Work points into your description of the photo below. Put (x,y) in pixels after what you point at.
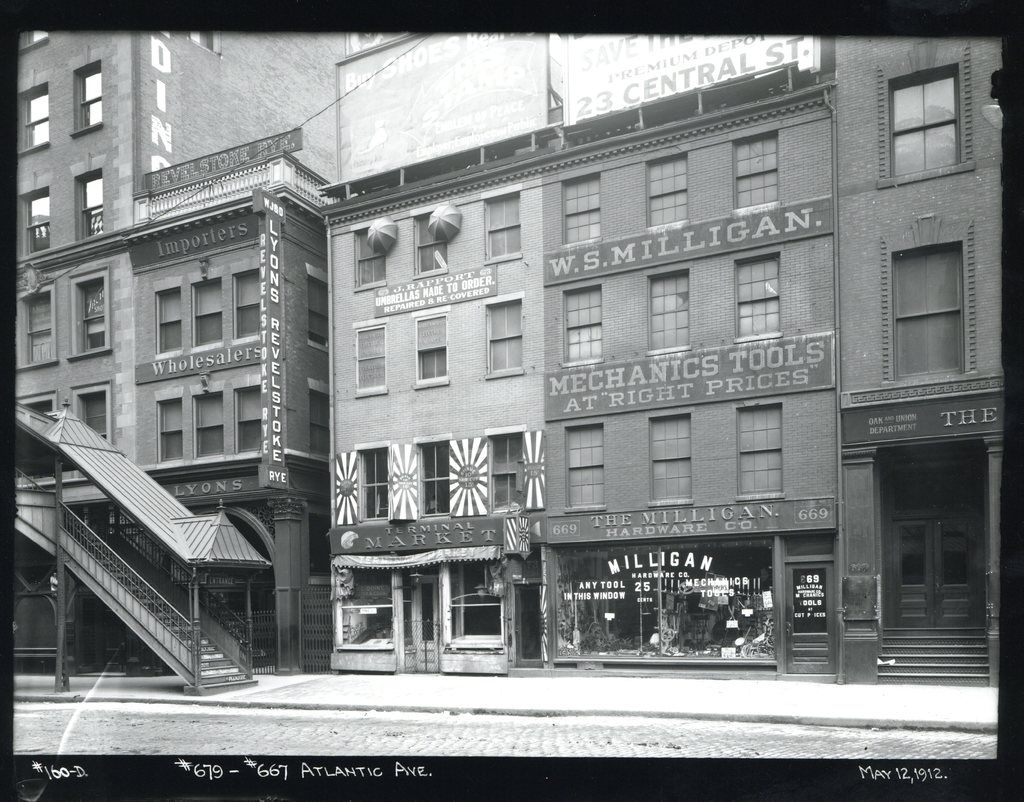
This is a black and white picture. On the left side (207,576), we see a staircase (167,641). In the middle of the picture (611,429), there are buildings (546,291). These buildings (485,417) have doors (949,550) and windows (669,291). We see some boards (679,364) with some text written on it. At the top of the picture (427,107), we see a hoarding board (488,117) with some text (455,126) written on it. On the right side (924,638), we see a staircase (906,648). At the bottom of the picture (563,732), we see the road (515,721).
